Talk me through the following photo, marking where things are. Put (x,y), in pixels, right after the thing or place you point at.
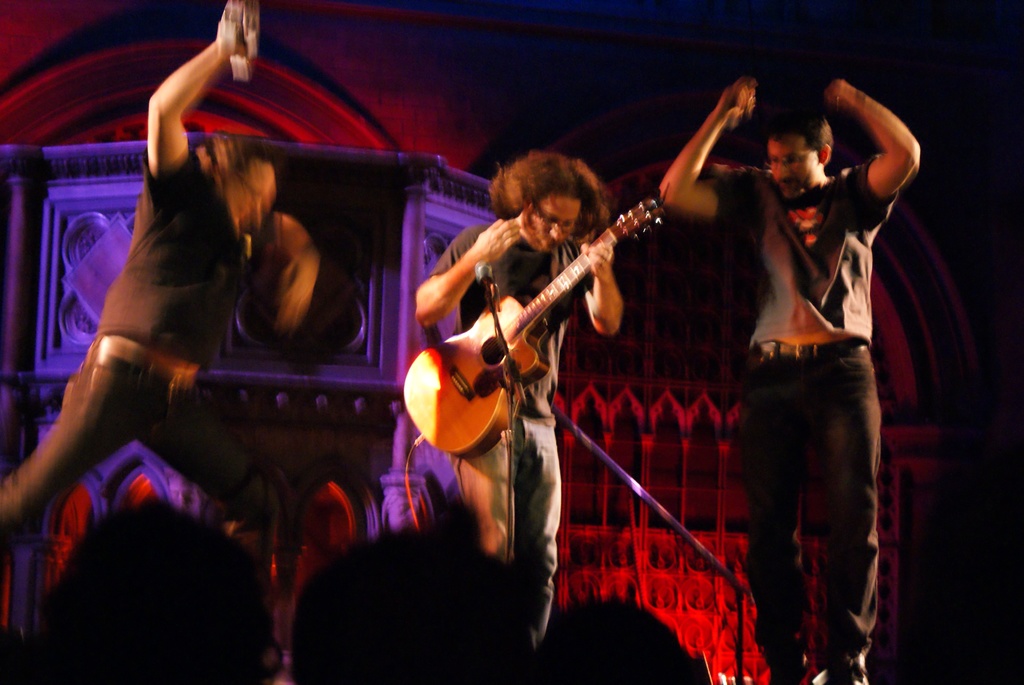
In this picture there is a man (529,280) holding a guitar (475,340). There are two other men (789,237) who are dancing. There is a mic (482,278). There are few other people (299,615).
